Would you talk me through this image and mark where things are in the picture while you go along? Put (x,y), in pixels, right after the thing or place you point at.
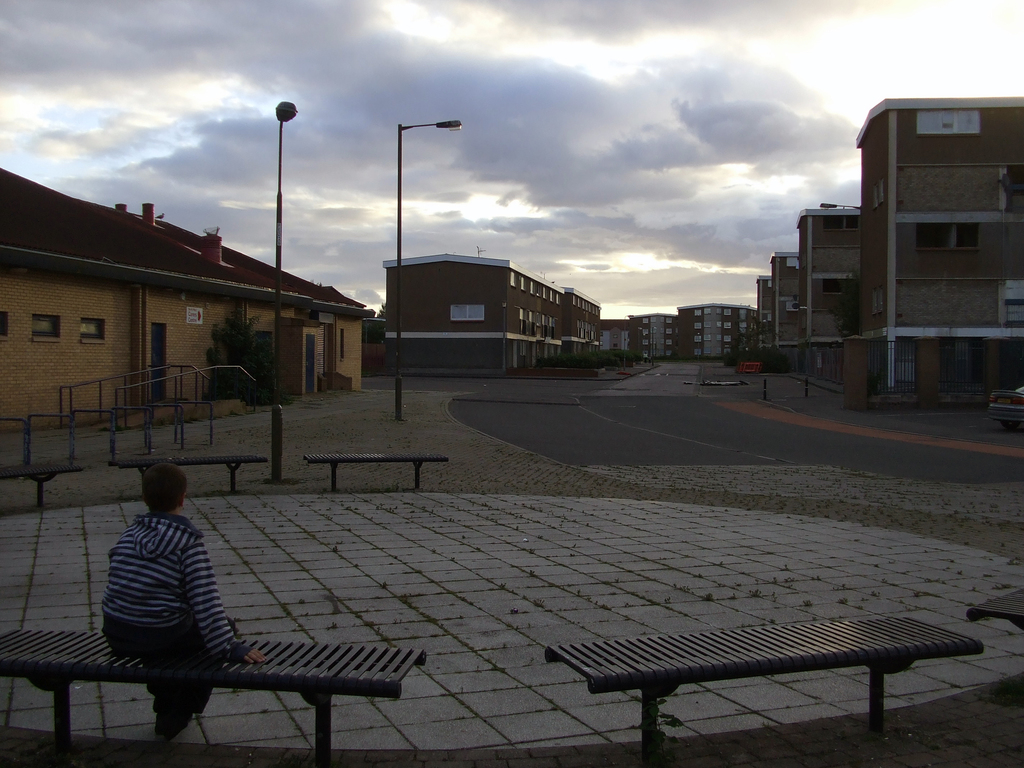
In this image I see a few benches (79,653) and I see this person (164,558) is sitting over here, In the background (522,442) I see road (517,418), buildings (1012,158), 2 poles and the sky (215,205).
